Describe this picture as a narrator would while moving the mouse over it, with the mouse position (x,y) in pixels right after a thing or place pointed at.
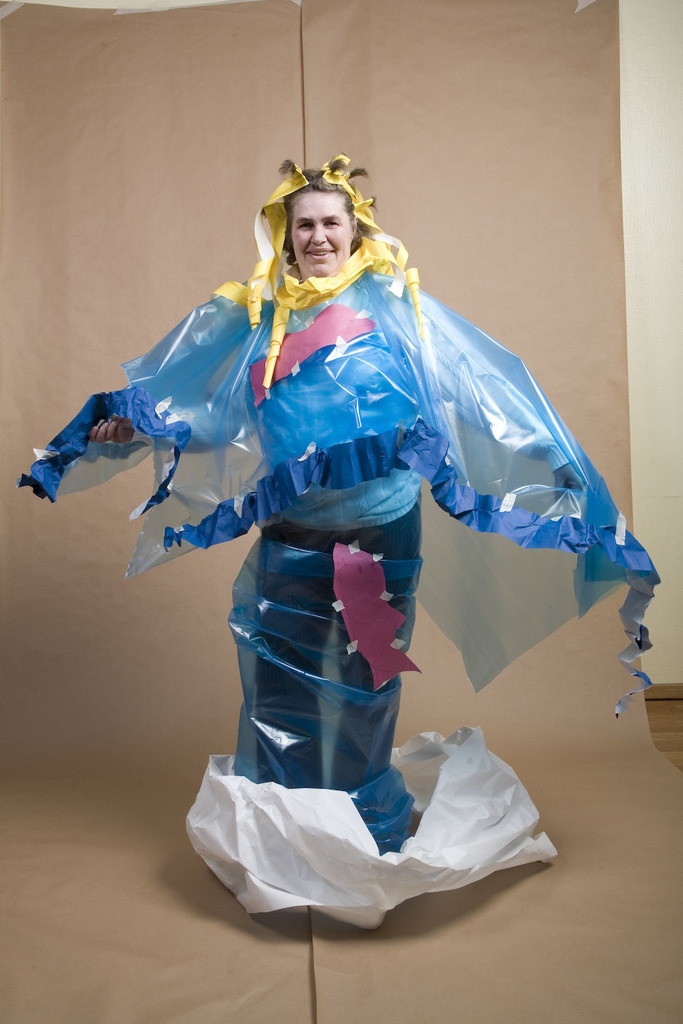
In this image there is a person (281,658) standing on the cover (319,899). At the bottom of the image (606,874) there is a mat (461,921) on the floor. In the background of the image (589,290) there is a wall (656,364).
